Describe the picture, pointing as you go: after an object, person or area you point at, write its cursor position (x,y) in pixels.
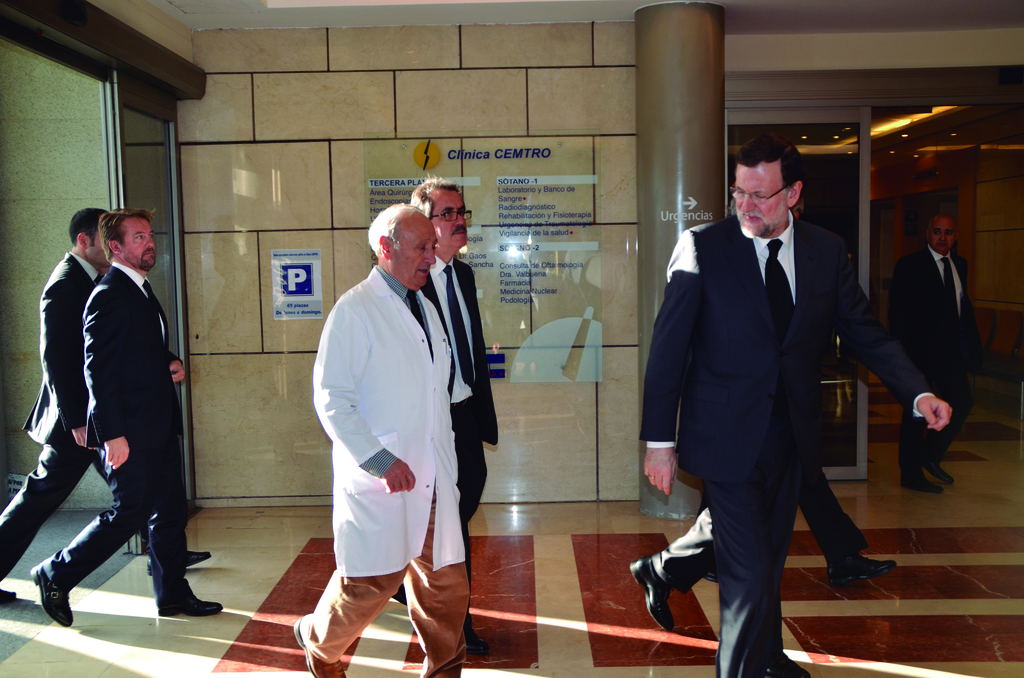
In this image we can see few people (705,267) walking on the floor (547,614) and there is a light (875,131) to the ceiling (925,117), a board (580,250) and a poster (285,279) with text (298,313) to the wall (364,249) in the background (364,249).
